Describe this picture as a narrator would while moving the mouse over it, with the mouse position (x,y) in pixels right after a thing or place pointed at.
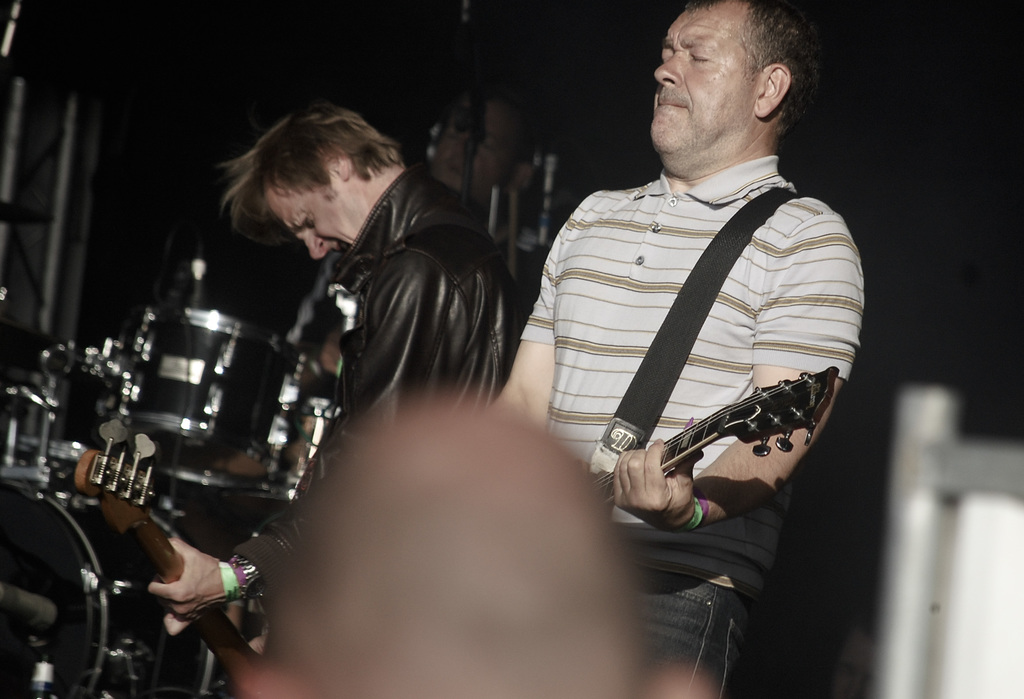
In this image I can see a man (624,292) wearing t-shirt (624,292), standing and playing a guitar (734,422). Beside this man (641,336) there is another person (384,249) is also playing the guitar (150,540). On the left side of the image (96,393) I can see the drums (37,555).
